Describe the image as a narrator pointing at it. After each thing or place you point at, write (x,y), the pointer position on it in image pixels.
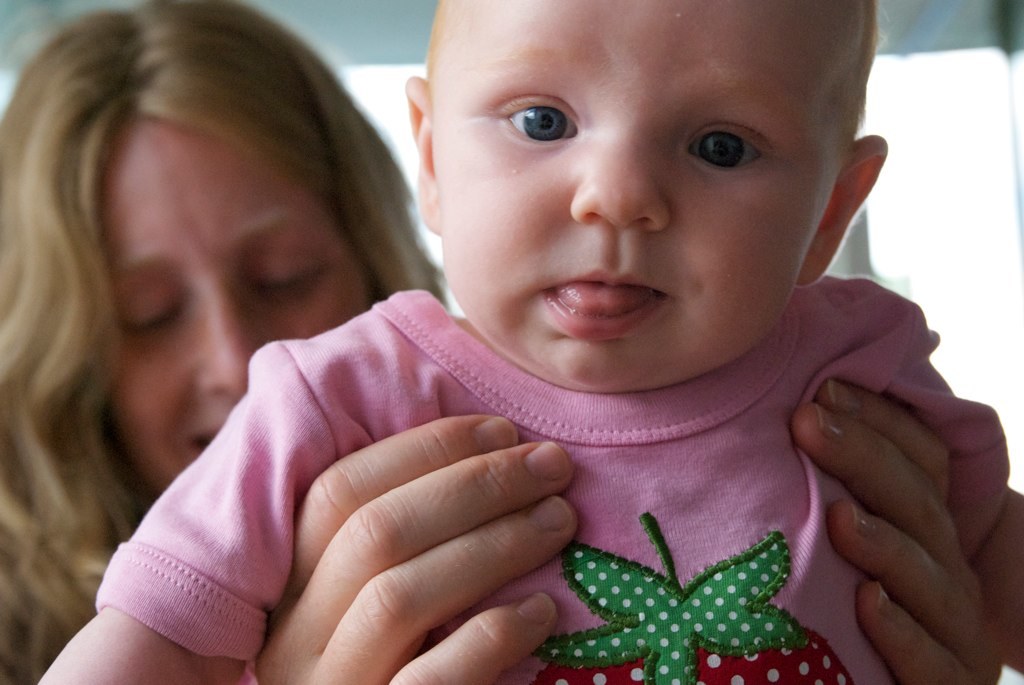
In this image there is a child (627,284) towards the bottom of the image (708,475), there is a woman (232,287) towards the left of the image (144,269), the woman (243,282) is carrying a child (622,324), there is a wall (359,44) towards the top of the image (898,210), the background of the image (911,234) is white in color.
